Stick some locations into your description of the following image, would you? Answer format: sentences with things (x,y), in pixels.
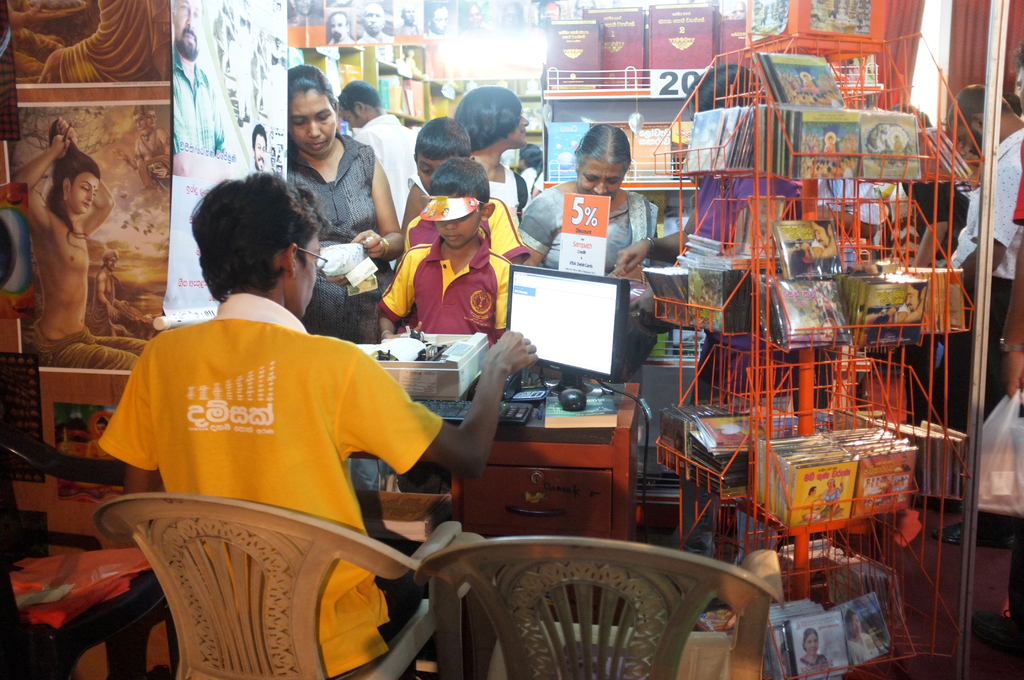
In the foreground of this picture (436,563) we can see a chair (642,622) and some items (774,480) placed in the metal stand (790,167) and we can see a person (252,389) sitting on the chair (213,638). In the center (606,428) there is a table (595,434) on the top of which a keyboard (528,413), mouse (562,397), monitor (605,338) and many other items (480,359) are placed. In the background (81,37) we can see the picture frames (83,52) hanging and we can see the group of persons (528,166) and many other items (631,77).
